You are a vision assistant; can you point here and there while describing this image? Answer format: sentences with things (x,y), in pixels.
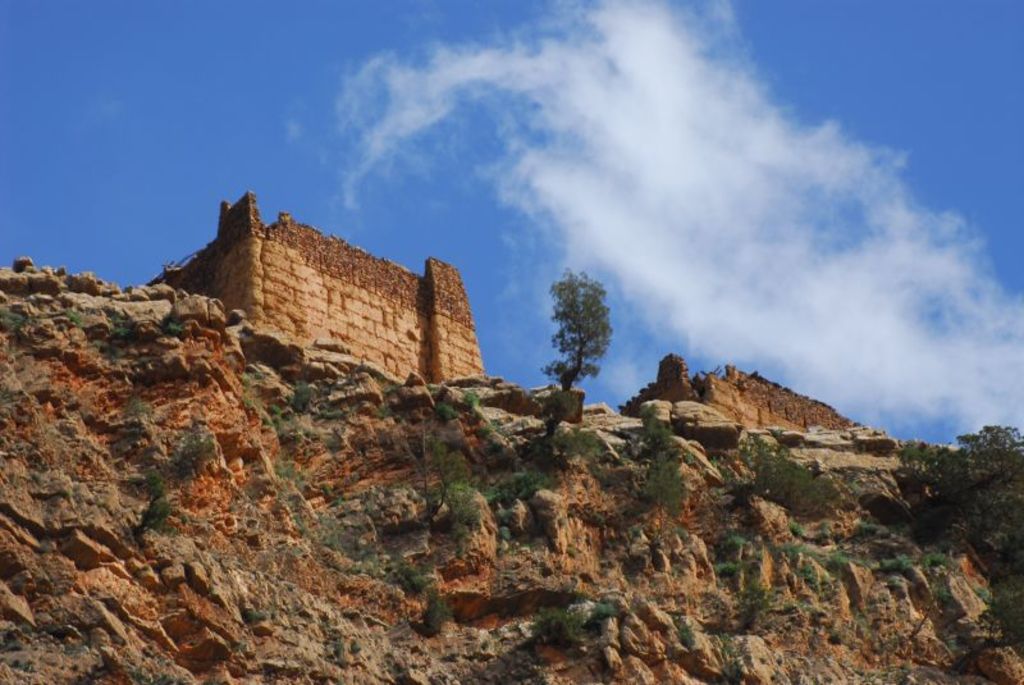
In this image we can see the rock hill (622,510), ancient monuments (383,362), trees (585,372) and also the grass (908,559). We can also see the sky (450,102) with the clouds (772,189).
